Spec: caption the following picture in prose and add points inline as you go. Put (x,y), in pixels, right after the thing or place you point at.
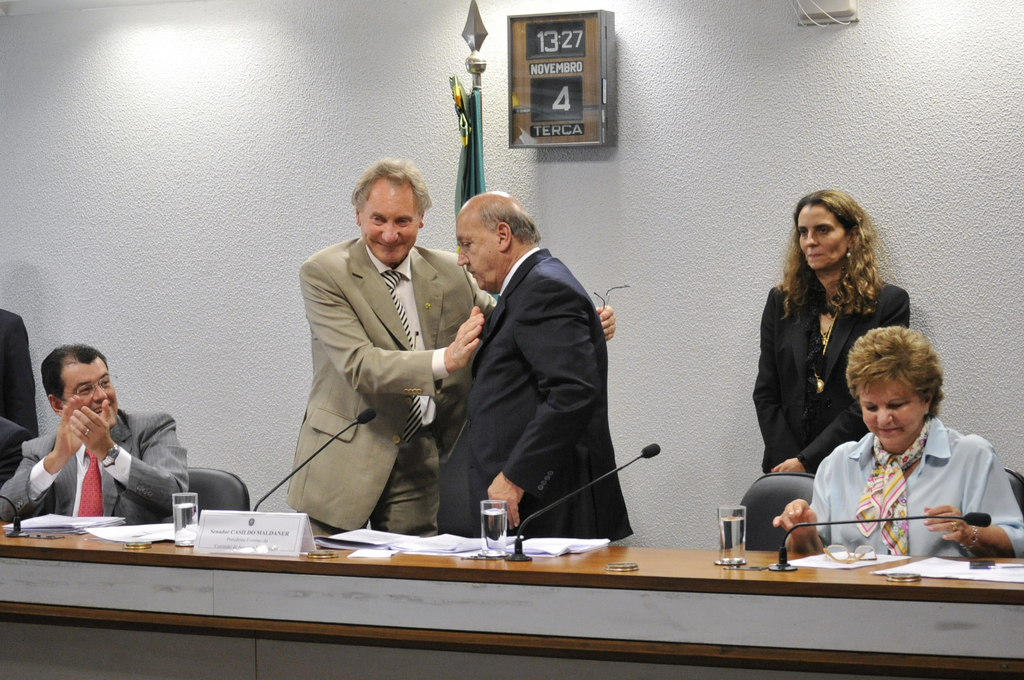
This is an image clicked inside the room (230,270). On the bottom of the image (412,636) there is a table (683,636) on that three glasses (504,521), few papers (454,538) and four microphones (922,517) are fixed. Beside the table (768,563) there are few persons (145,492) sitting on the chairs (763,511) and two men (473,402) are standing. In the background (731,206) I can see a wall (721,170), a box (571,107) is attached to this wall (657,58) and also there is a flag (473,163).
